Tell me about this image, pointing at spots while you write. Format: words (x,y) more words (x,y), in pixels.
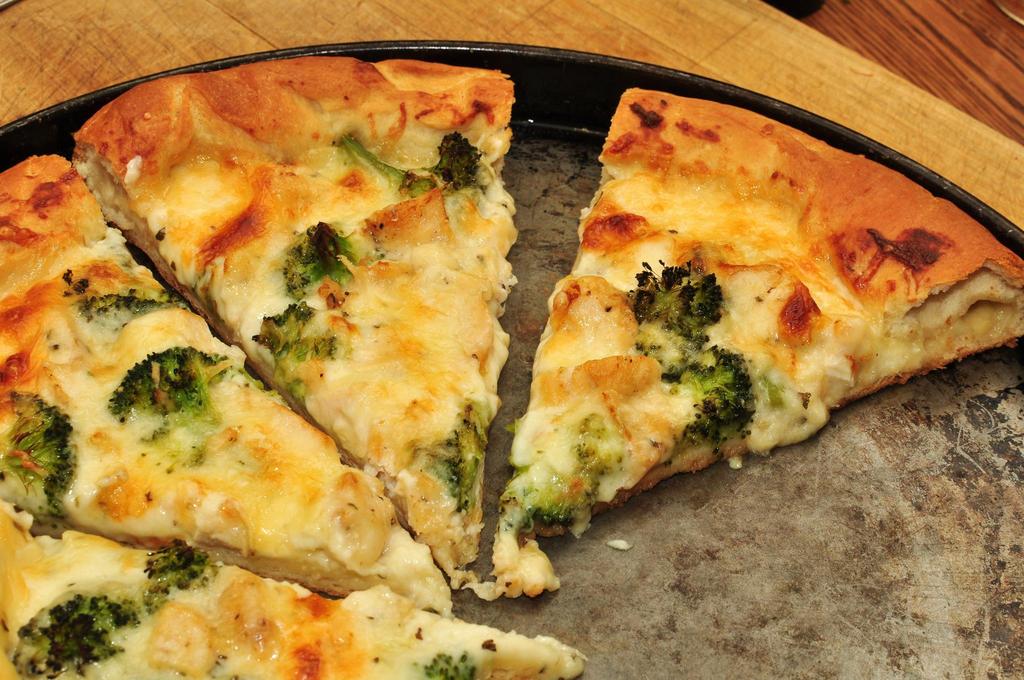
In this image on a table (957,94) there is a plate (810,566), on the plate (678,542) there are slices of pizza (440,389).
